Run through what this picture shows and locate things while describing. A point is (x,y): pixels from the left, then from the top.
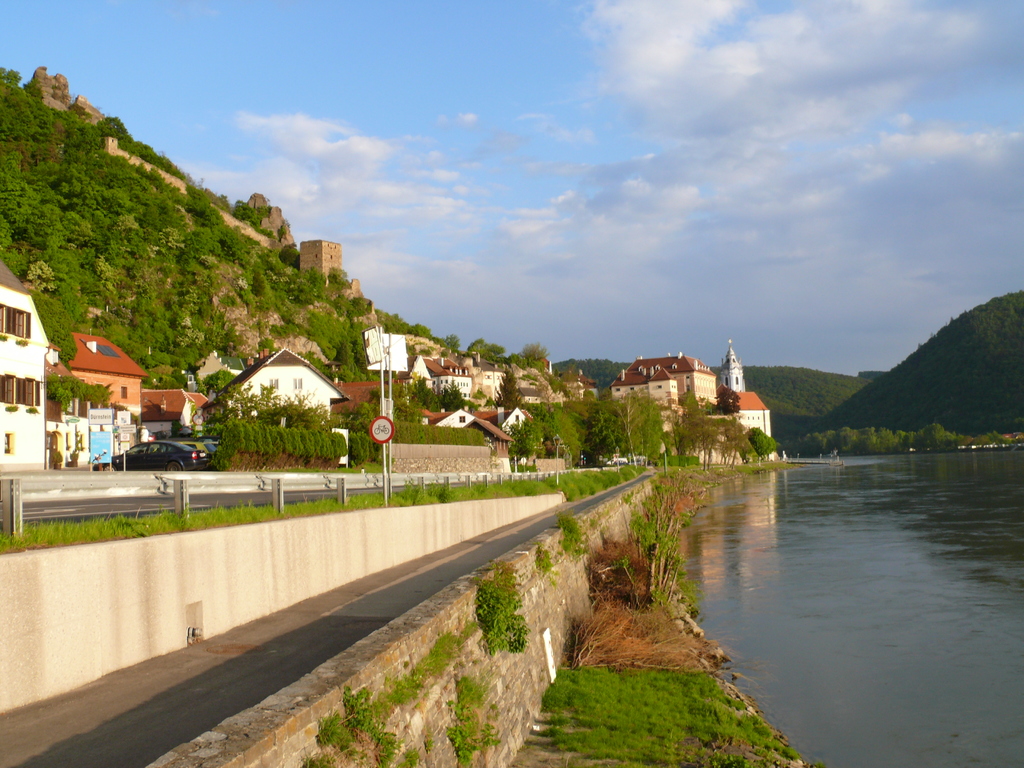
In this picture we can see the water (844,659), road (148,728), signboard (389,419), poles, trees (368,441), vehicles (169,446), buildings (694,377) with windows (11,395), some objects (144,488), mountains (228,250) and in the background (581,106) we can see the sky (542,110) with clouds (834,158).
